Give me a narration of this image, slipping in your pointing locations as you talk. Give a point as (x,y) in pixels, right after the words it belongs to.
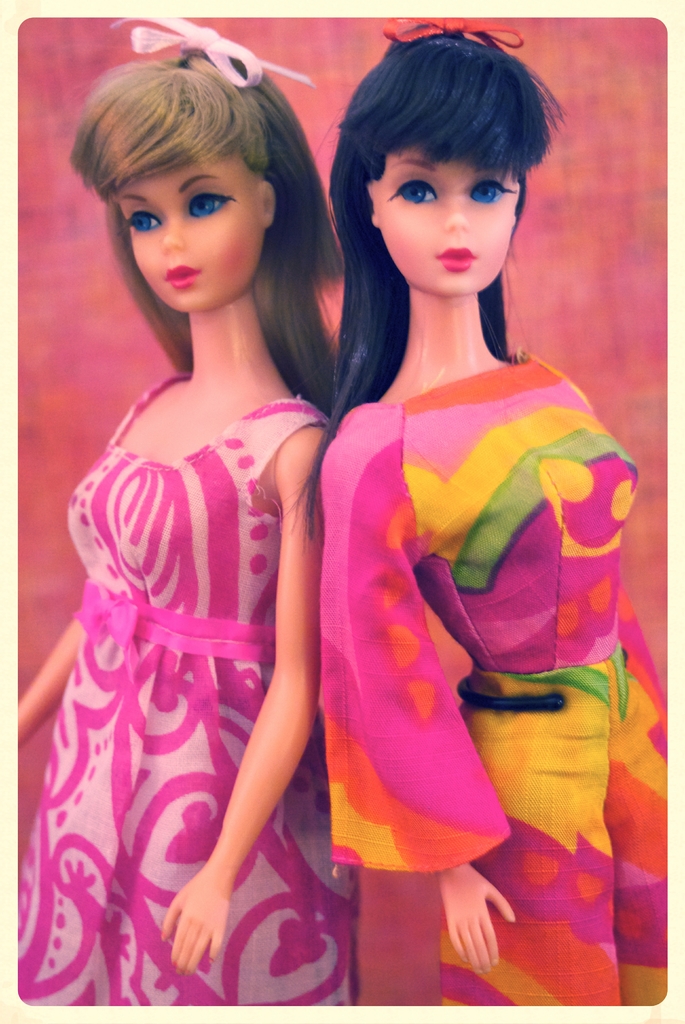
In this image there are two dolls (415,629) wearing dresses (167,475), and there's pink background (591,272).
